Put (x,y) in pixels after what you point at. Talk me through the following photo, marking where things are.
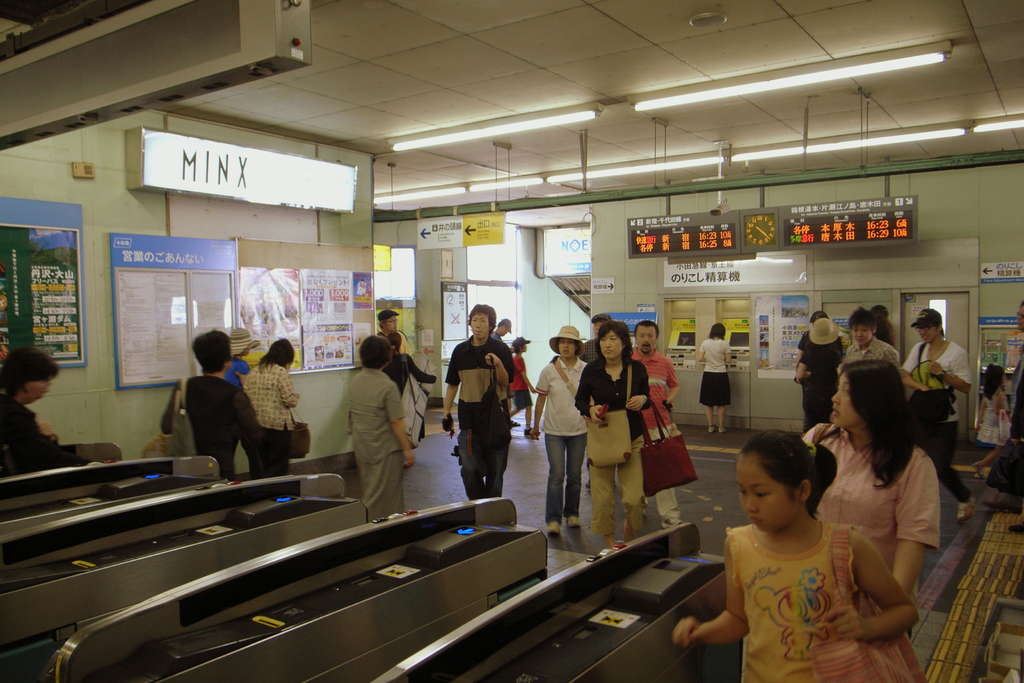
In this image, we can see a group of people (635,535). Few people (741,566) are wearing bags (997,476). At the bottom (574,672), we can see devices (302,674). Here we can see digital screen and stickers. Background (603,276) we can see wall (623,311), boards (783,242), posters (255,296), screen (637,253), hoarding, machines (737,350), door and few objects (597,289). Top of the image (377,22), we can see the ceiling (495,83) and lights (514,124).
